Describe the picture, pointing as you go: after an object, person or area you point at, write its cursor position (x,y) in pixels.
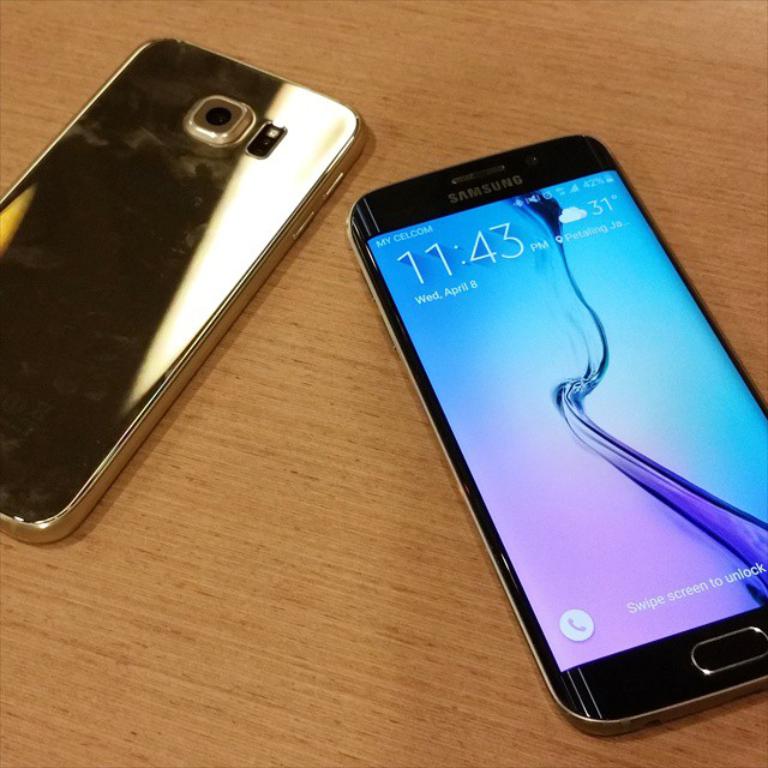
On the wooden surface (332,349) at the right side of the image (585,698) there is a black phone (473,204). On the phone (442,277) there is a screen (548,391) with time (455,245) and temperature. At the left side of the image (150,112) there is a phone (221,62) with golden panel (208,163), camera (228,106) and flash (261,146).
